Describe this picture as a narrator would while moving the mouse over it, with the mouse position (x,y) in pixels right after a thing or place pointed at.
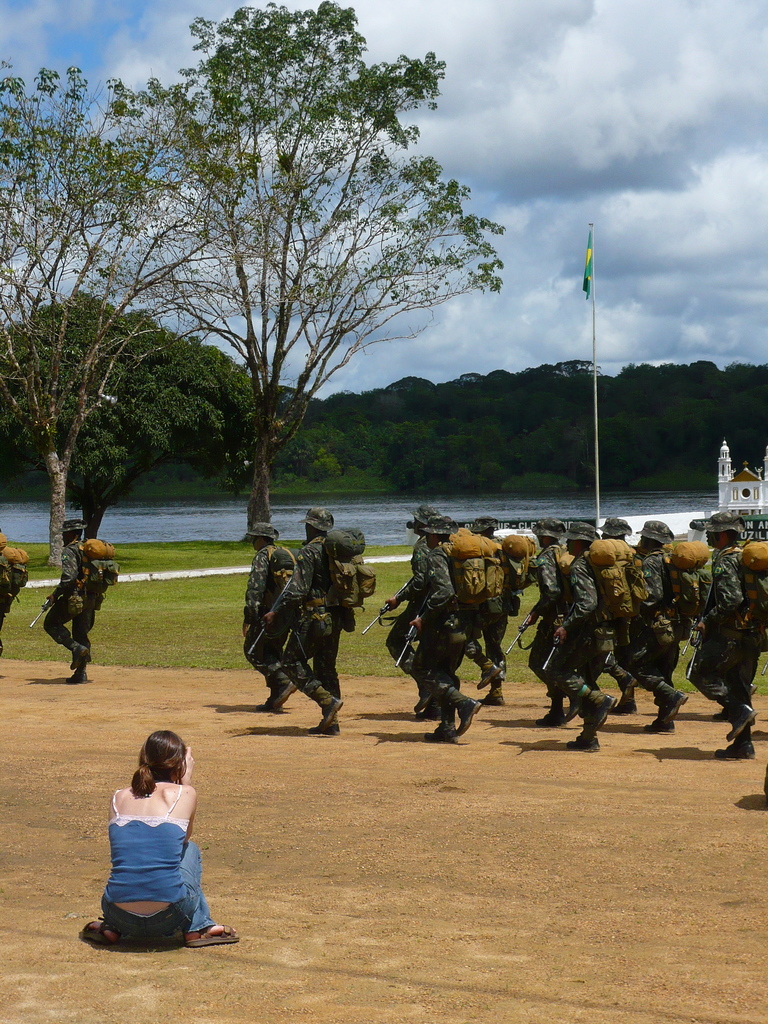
In this image there is a woman (152,842) sitting, in front of the woman (194,802) there are a few army people (452,643) marching, behind them there is a building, flag post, trees (211,426), river (211,521), behind the river (352,517) there are trees (520,428), at the top of the image (606,38) there are clouds (558,74) in the sky (725,257).
